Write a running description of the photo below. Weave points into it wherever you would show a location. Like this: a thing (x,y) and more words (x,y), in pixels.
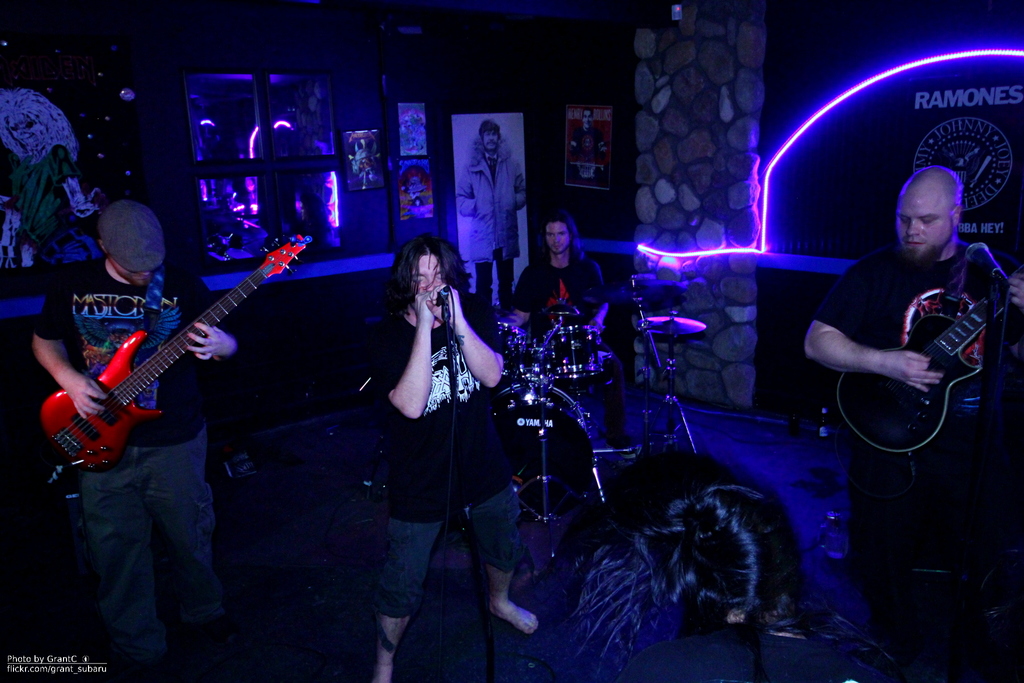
It looks like the picture is taken inside a club (303,596), there are a group of people (908,338) playing music instruments (137,391) and among them one person (394,437) is singing a song, behind them there are some posters (576,132) attached to the background (430,155) and on the right side (751,250) there is a light (748,248) and the light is being reflected on the window (259,146) in the background (251,132).
